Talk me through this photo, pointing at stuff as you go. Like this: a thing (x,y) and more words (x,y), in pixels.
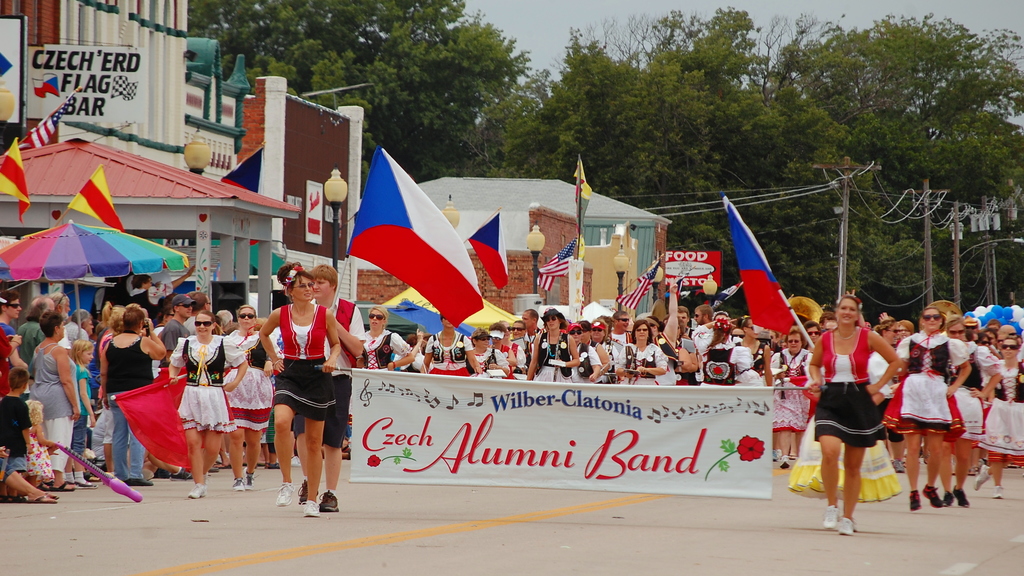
In this picture we can see some people (261,385) are walking on the road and they are holding flags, banners (592,426). Beside we can see a few people (177,325) are standing and watching.
